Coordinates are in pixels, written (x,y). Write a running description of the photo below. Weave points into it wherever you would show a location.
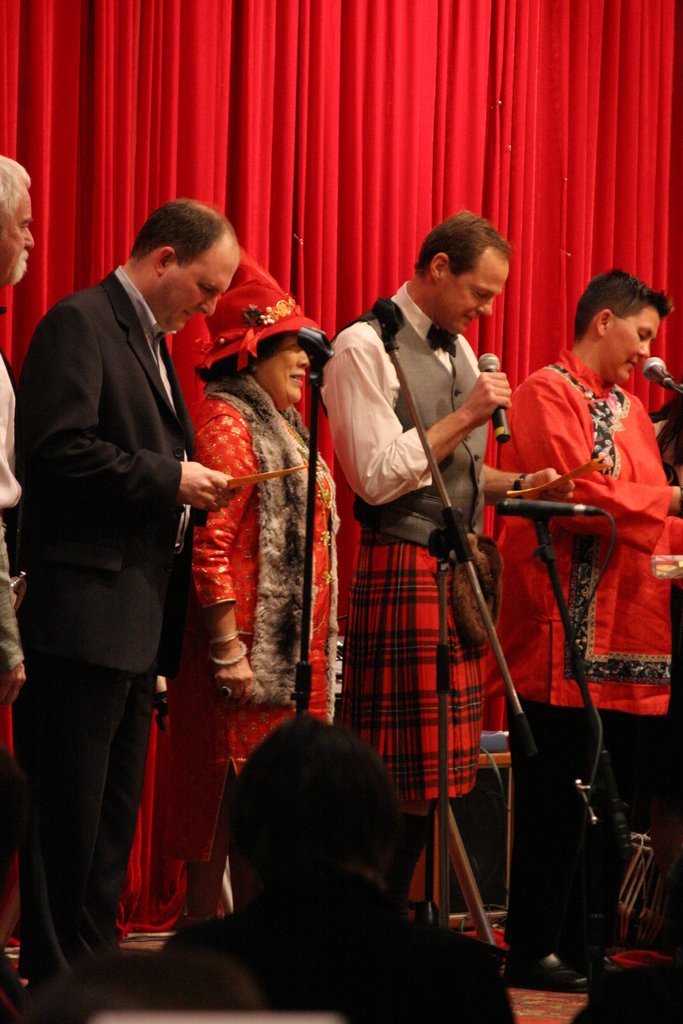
In this image we can see few people (261,497). Some are holding papers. One person (460,372) is holding mic (490,361). Another person (290,431) is wearing cap (284,316). Also there are mic stands (547,541) and mics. In the background (403,69) we can see curtain (415,151).
